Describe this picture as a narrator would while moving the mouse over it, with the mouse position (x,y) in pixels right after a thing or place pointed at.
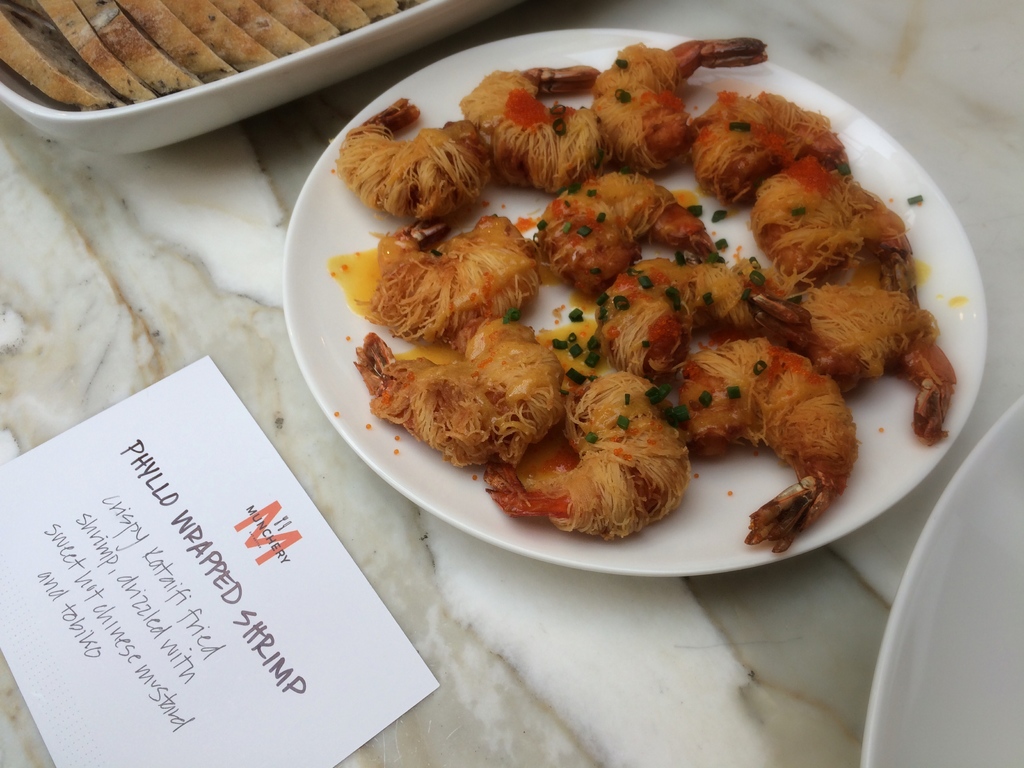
In this picture I can see food items (658,232) on the plates (169,104) and there is a card (293,767), on the marble (449,666).
